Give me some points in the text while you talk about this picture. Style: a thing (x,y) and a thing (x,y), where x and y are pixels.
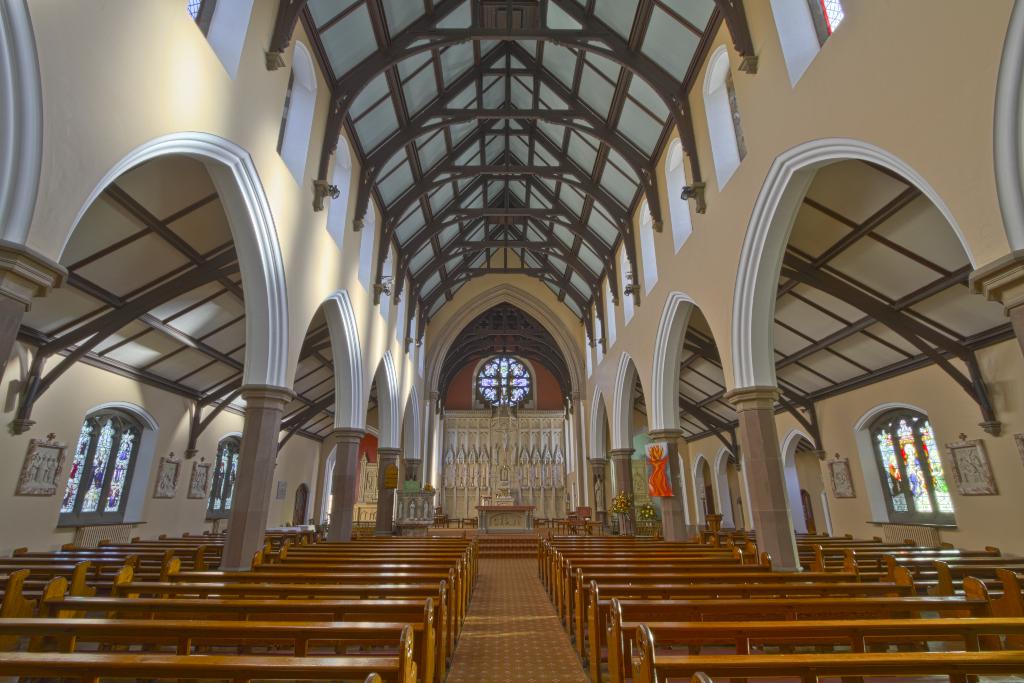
In the picture we can see an interior of the church (290,511) with two rows of benches (394,577) and a path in the middle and in the background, we can see a cross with a table structure (485,516) and besides we can see a pillar (660,500) and to the walls (153,83) we can see some windows (383,301).
